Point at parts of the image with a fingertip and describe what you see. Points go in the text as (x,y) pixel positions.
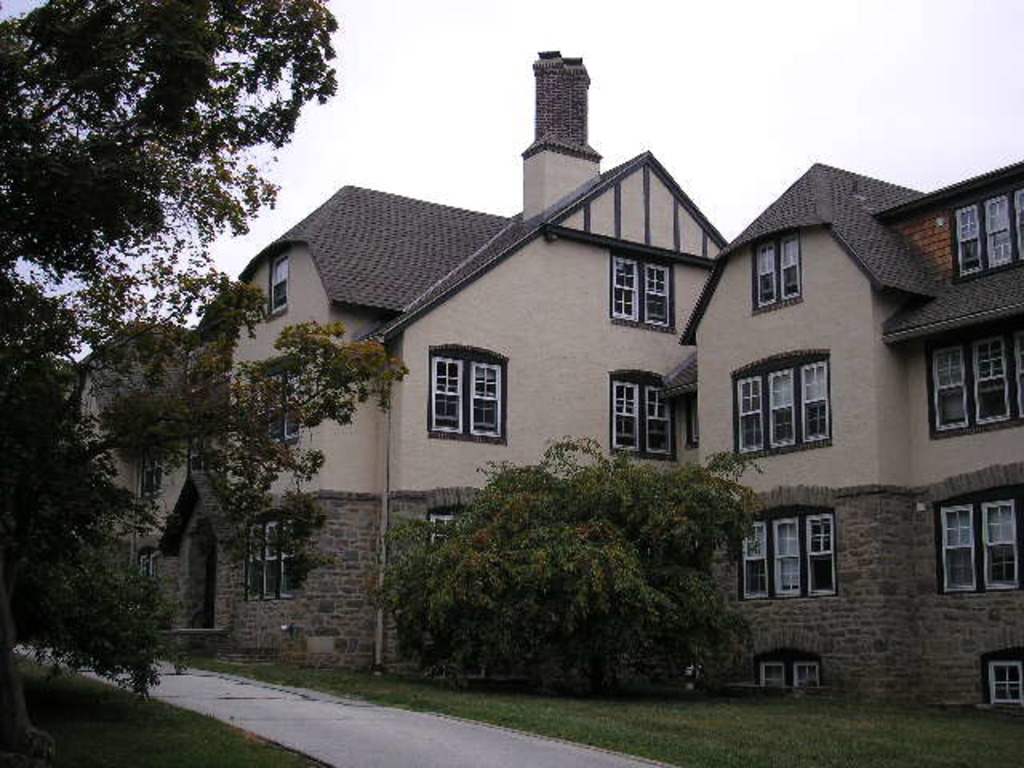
In the picture we can see a part of the grass surface (114,730) with a part of the tree (23,376) and beside it, we can see a pathway (311,739) and beside it, we can see a building (286,658) with many windows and door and near to it also we can see the grass surface (836,743) with a tree (604,605) on it and in the background (838,62) we can see a part of the sky (971,61).
